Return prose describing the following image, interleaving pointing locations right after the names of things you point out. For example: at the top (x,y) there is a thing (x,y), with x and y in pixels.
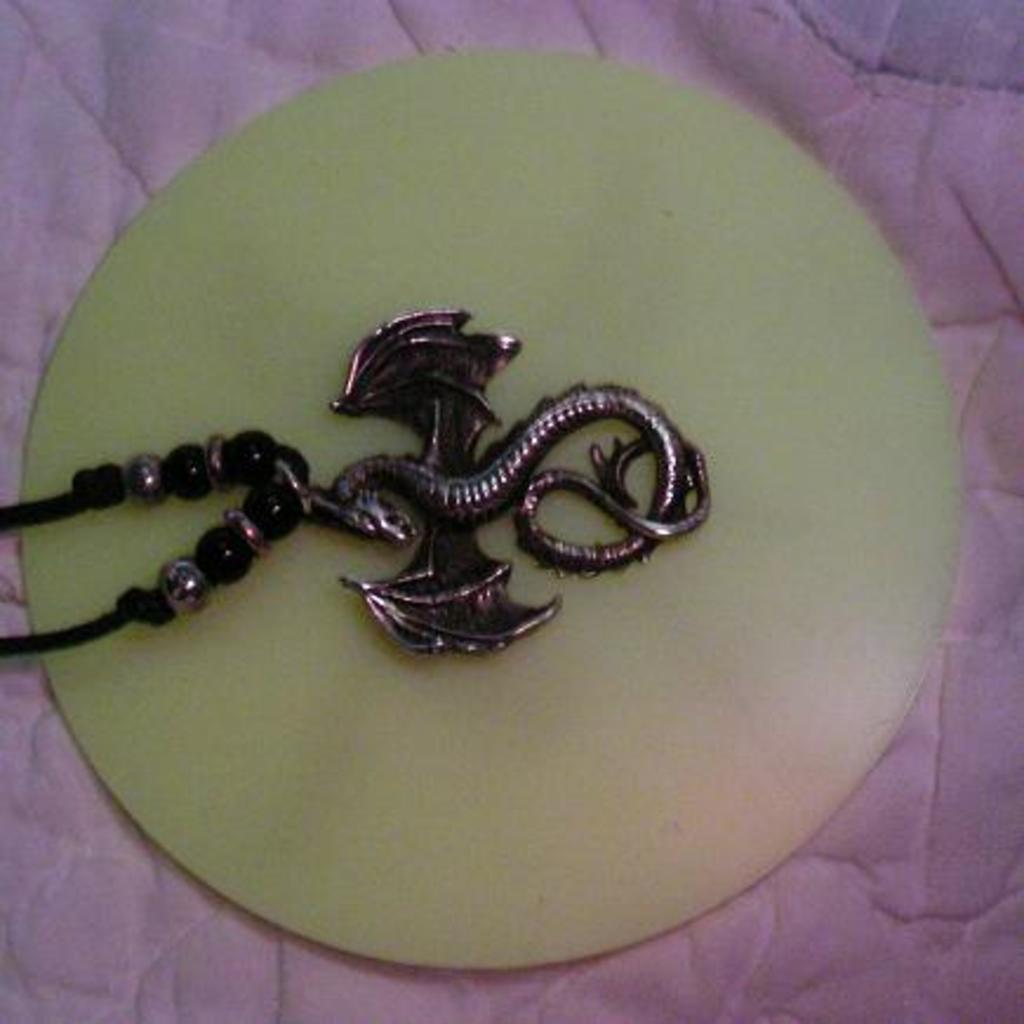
The picture consists of a chain (63,513) on a round glass like object (482,441). On the edges we can see a pink colored cloth (772,110).
